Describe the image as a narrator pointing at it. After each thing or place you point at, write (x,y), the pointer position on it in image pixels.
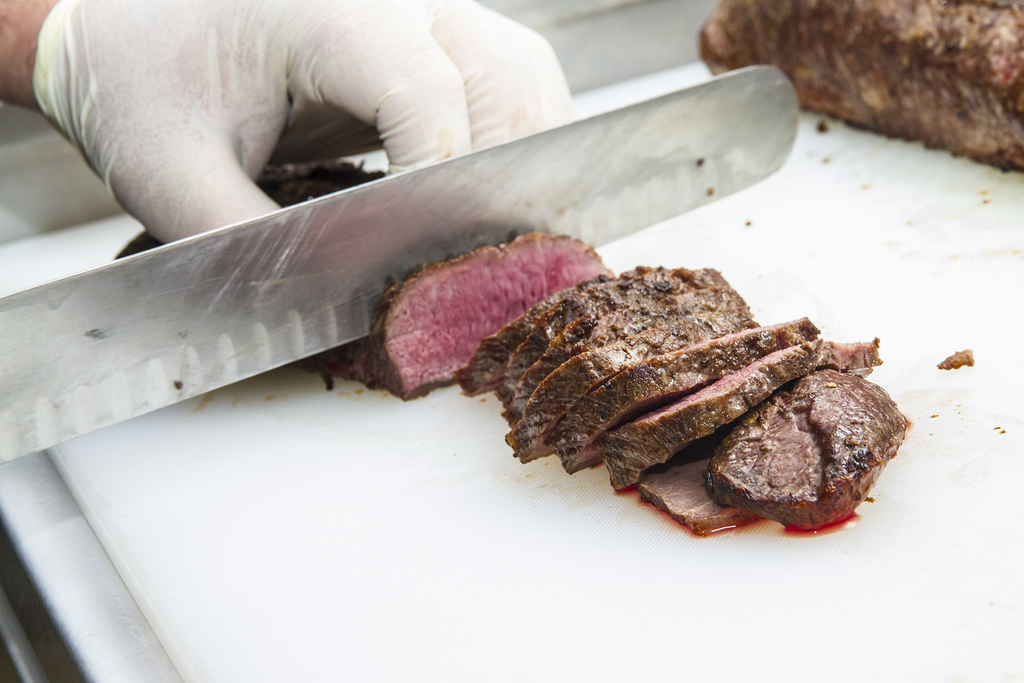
In this image I can see a person's hand (232,115) wearing a glove (189,124) and cutting the meat (558,311) into pieces (578,319) on a white surface (487,562).
